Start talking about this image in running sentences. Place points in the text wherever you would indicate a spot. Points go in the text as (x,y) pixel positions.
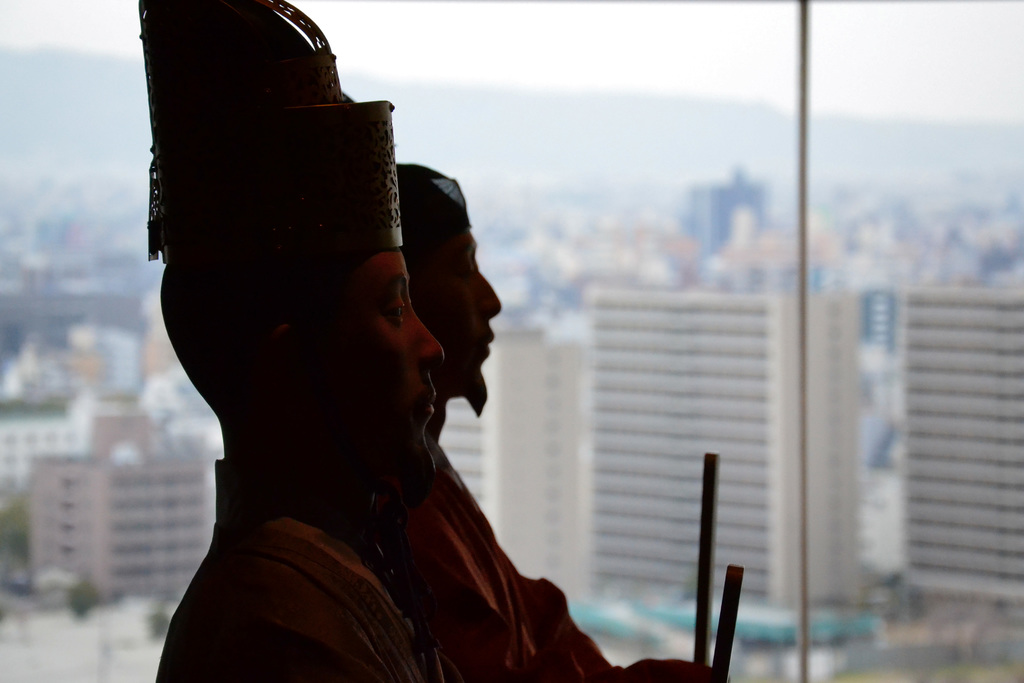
In this picture we can see statues (300,437) of persons (292,428), here we can see rods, glass (628,540), from glass (646,489) we can see buildings (624,519), mountains (783,172), sky (1020,97).
